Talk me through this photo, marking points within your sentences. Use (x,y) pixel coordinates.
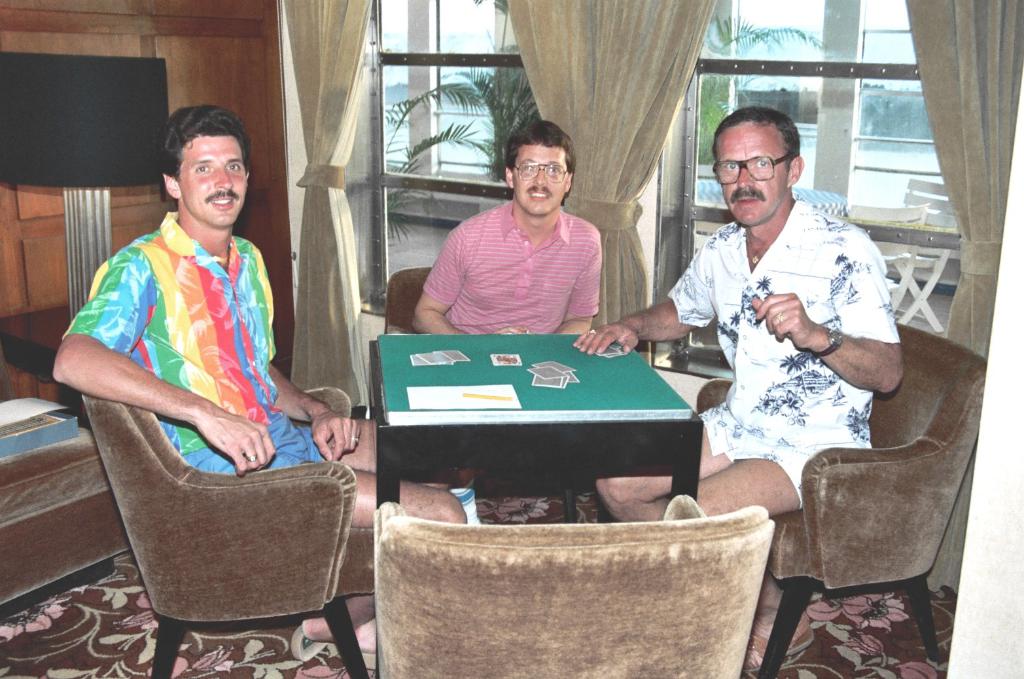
This is completely inside view picture of a house (250,91). Here we can see three men (793,413) sitting on a chair (811,477) in front of a table (486,362) and playing cards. This both men (532,183) wear spectacles (767,170). This is a lamp (114,105). This is a floor carpet (95,641). on the background (509,37) we can see a window (850,95). These are the curtains (585,81). Through the window (863,52) we can see outside view. These are the chairs (925,299).
